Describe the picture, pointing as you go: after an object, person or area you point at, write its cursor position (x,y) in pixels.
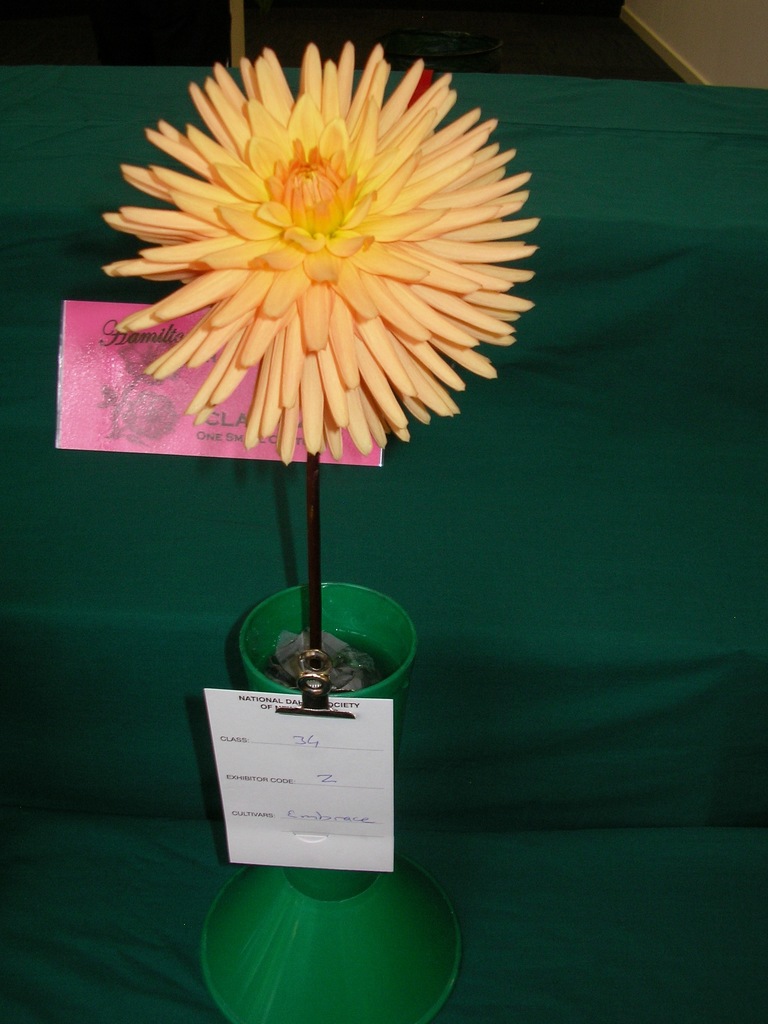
In this image in the front (312,392) there is a flower (340,378) in the pot (349,683) which is green in colour and there are papers (256,752) with some text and numbers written on it. In the background (532,258) there is an object (545,388) which is green in colour and there is a table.
